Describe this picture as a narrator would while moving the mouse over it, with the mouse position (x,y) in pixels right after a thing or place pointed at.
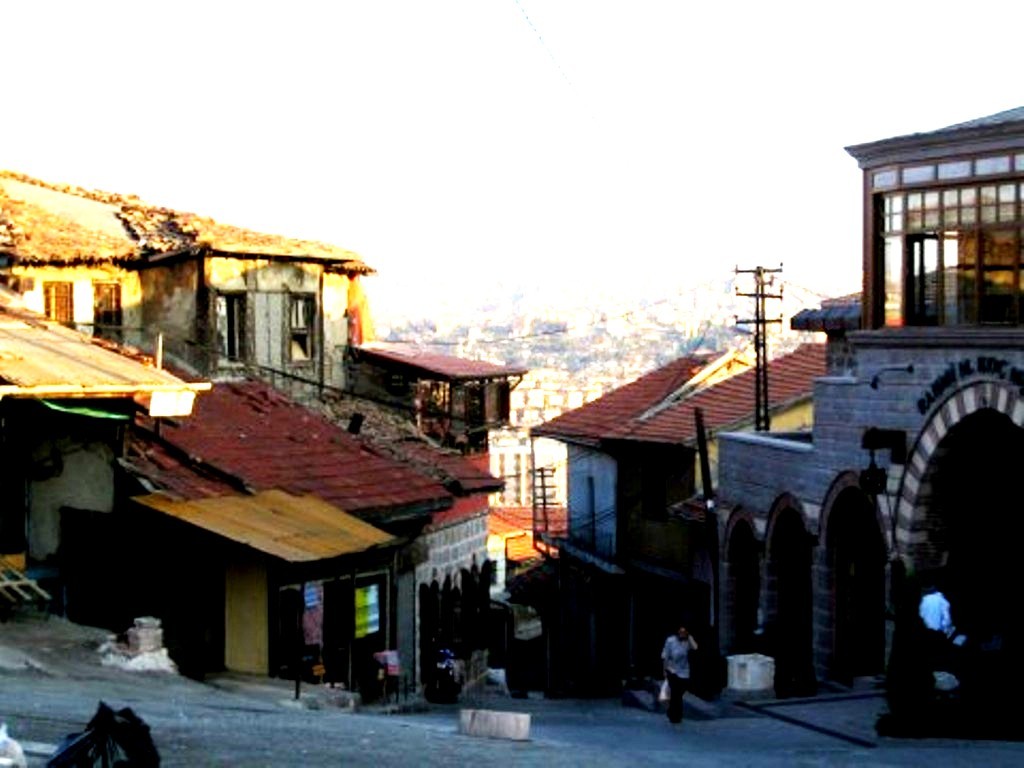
On the left side (76,329), there are buildings (112,192) having roofs (247,419) and windows (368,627). Beside them, there is a road (383,727). On the right side (693,636), there is a person (678,715) on a road (739,766). Beside this person (668,699), there are buildings (654,665) which are having roofs (705,374) and windows (976,286) and a pole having electric lines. In the background (748,308), there are buildings (654,338) on the ground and there is sky (542,63).
